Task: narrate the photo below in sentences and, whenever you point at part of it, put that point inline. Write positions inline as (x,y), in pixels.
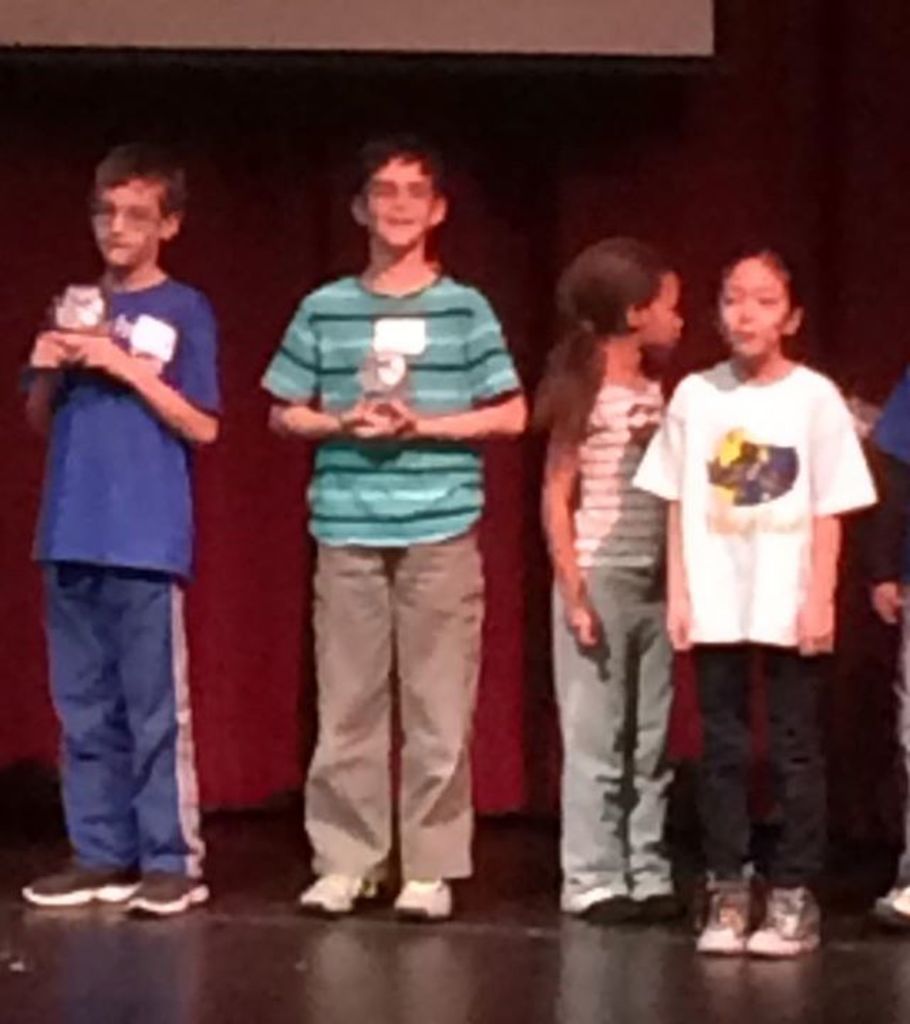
In the middle (403,501) a boy (455,776) is standing, he wore shirt (443,479), trouser (356,715). On the right side (736,547) 2 girls (752,566) are standing.
